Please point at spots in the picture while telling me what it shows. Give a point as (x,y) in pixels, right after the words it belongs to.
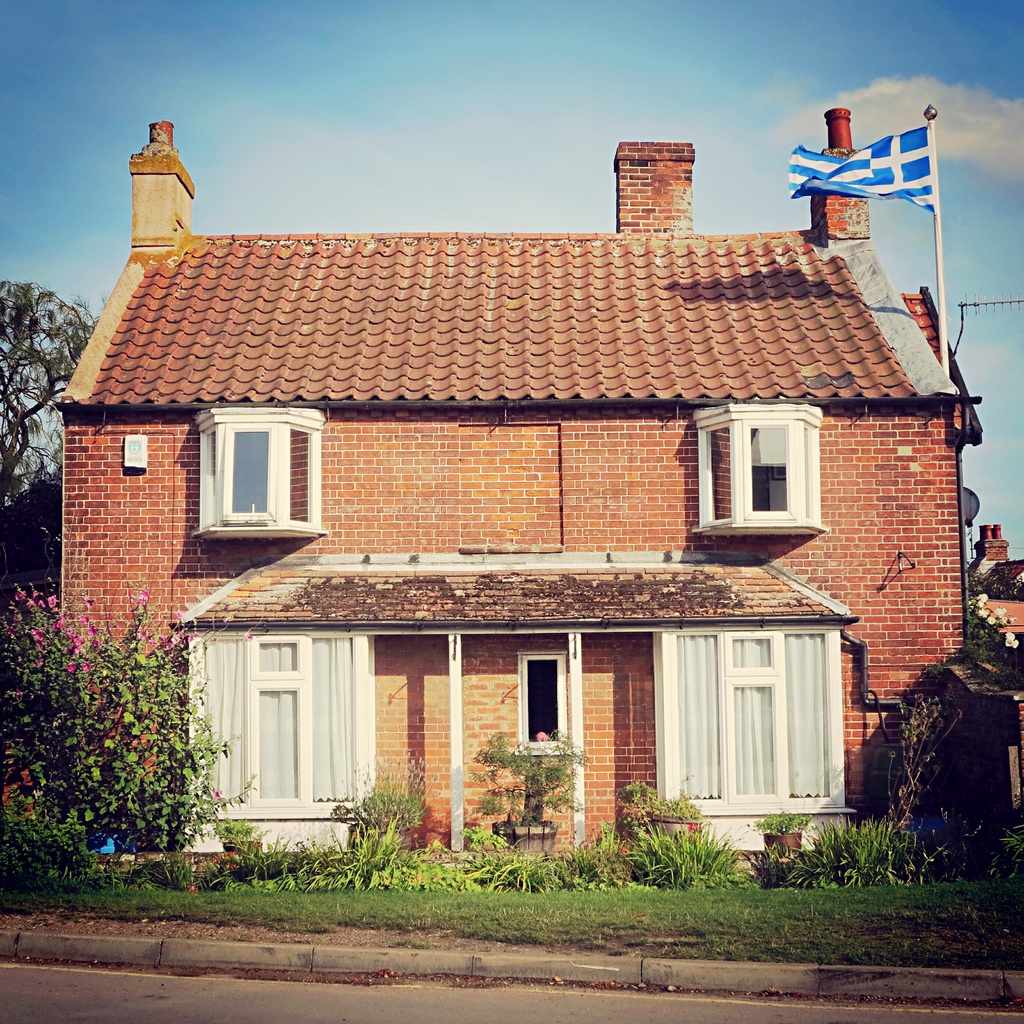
In this picture we can see a house (384,508) with windows (540,686), pillars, antenna (995,301) and a pole (941,323) with a flag (815,160). In front of the house (439,591) there are plants (643,868), grass (696,887) and a road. Behind the house (202,463) there are trees (1005,574), a building (986,563) and the sky (480,5).
